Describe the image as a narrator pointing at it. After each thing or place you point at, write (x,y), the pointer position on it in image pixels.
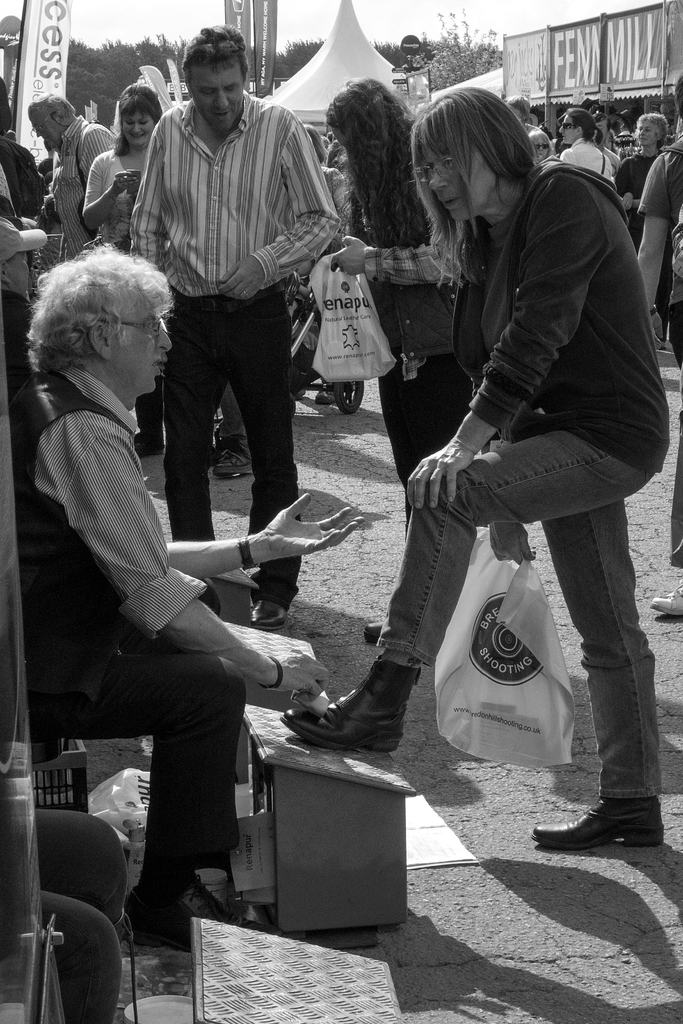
In the bottom left of the image (86,911) there are legs (46,906) of a person (84,898). In front of the legs (83,889) there is a stand (211,989). There is a man (125,577) sitting and polishing the shoes (330,745). In front of him there is a person (505,338) standing and holding a cover (483,699) in the hands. Behind them there are few people (311,143) standing. In the background (134,75) there are posters (242,21), trees (471,50) and store (662,10) with name board (674,7).
